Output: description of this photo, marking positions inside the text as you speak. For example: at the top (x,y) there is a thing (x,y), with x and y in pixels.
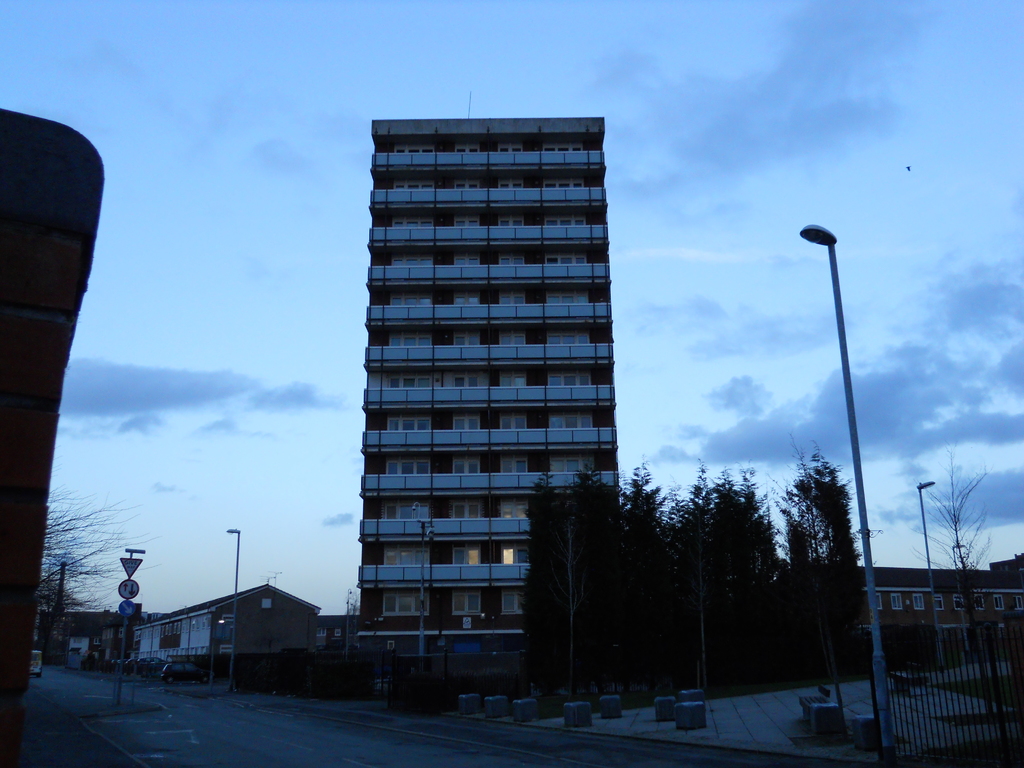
In this image, we can see a building (511,642), houses (91,621), trees (679,651), poles (121,667), sign boards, vehicles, plant (372,666), road (518,725) and grill (943,700). Background (227,91) there is a sky (965,173).
